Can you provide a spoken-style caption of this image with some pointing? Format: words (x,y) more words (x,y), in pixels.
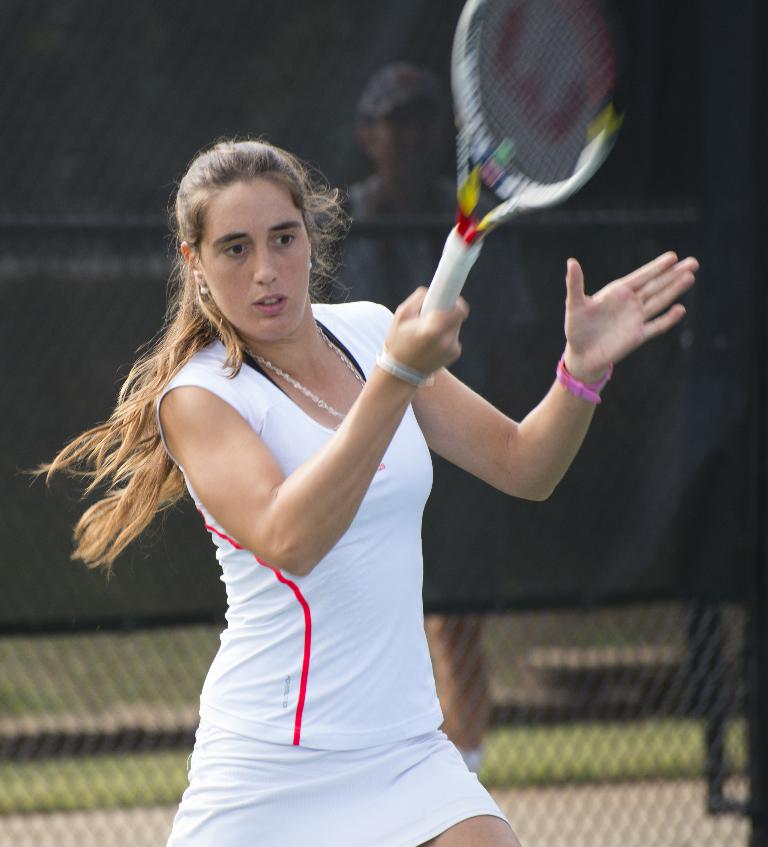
There is a woman (191,395) in the image who is holding tennis racket (433,285). We can also see a woman (468,444) wearing watch (570,390) which is in pink color, there is a man (419,242) who is standing behind net fence (363,184). On the bottom (703,731) we can see a grass (616,738) which is in green color.
